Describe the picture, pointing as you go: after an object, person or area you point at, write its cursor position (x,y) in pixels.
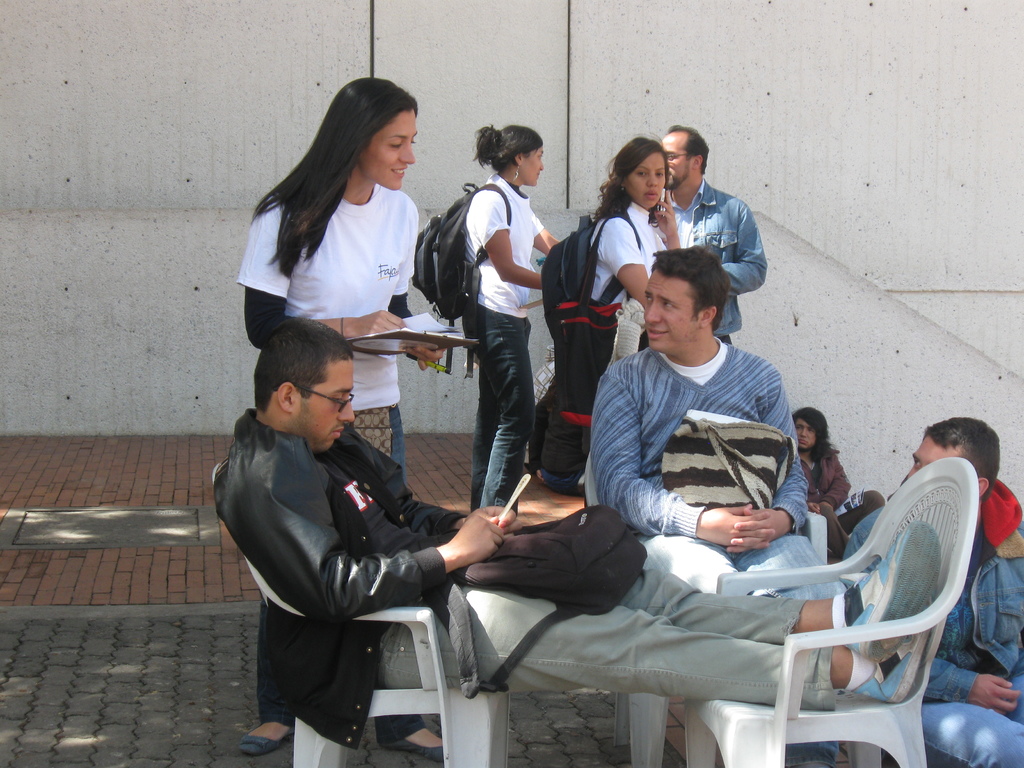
I can see few people (978,514) sitting and few people (324,286) standing. This is the wall (422,94). There are two women (498,283), who wore backpack bags (449,228) and standing. I can see two men (641,520) sitting on the chairs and holding bags (569,544).
